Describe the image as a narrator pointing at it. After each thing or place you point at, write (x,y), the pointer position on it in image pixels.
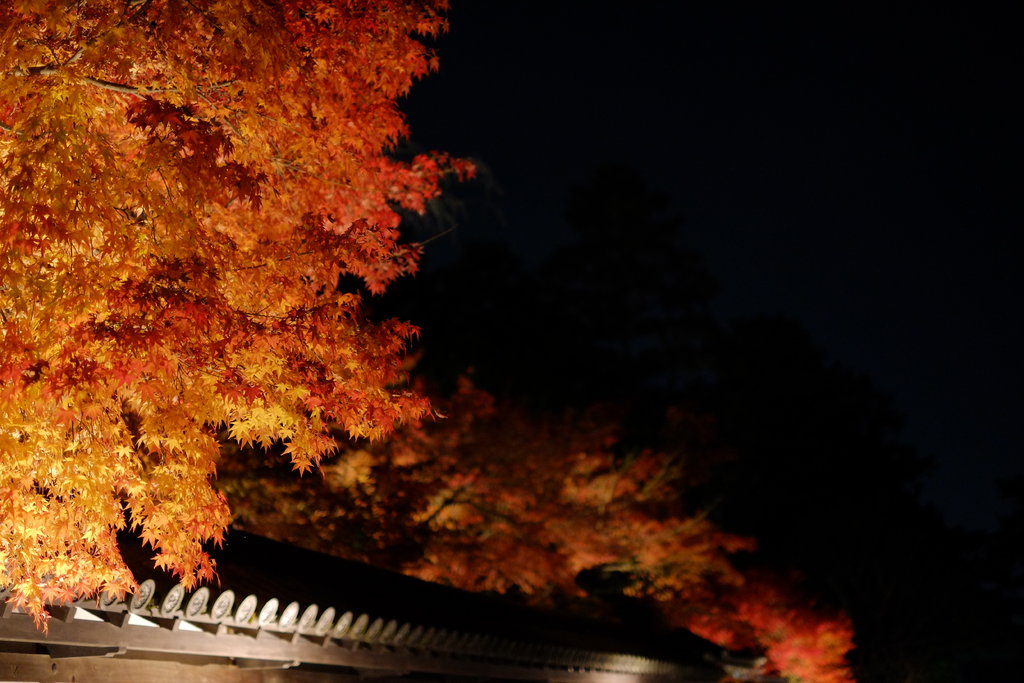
In front of the image there is a house (534,665). There are trees (461,547). In the background of the image (748,175) there is sky (791,140).
